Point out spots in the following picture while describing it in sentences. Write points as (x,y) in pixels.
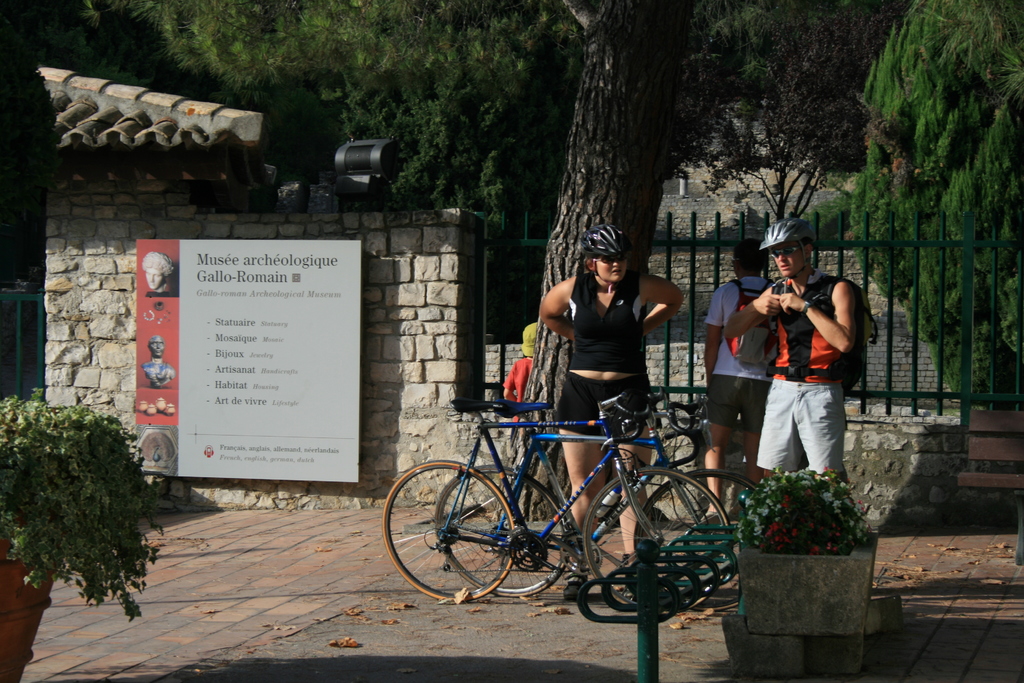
At the bottom of the picture (739,587), we see the pole (647,574), pavement (614,630), dry leaves (680,617) and a flower pot (799,517). In the middle (593,388), we see four people (640,345) are standing. Beside them, we see two bicycles (583,489) and the fence (549,262). In the left bottom (37,491), we see a plant pot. Behind that, we see a building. We see a wall (394,334) which is made up of cobblestones (390,365). We see a board (155,337) in white and red color is placed on the wall (443,317) and we see some text (248,358) written on it. There are trees (419,163) and the buildings (80,157) in the background (931,70).
